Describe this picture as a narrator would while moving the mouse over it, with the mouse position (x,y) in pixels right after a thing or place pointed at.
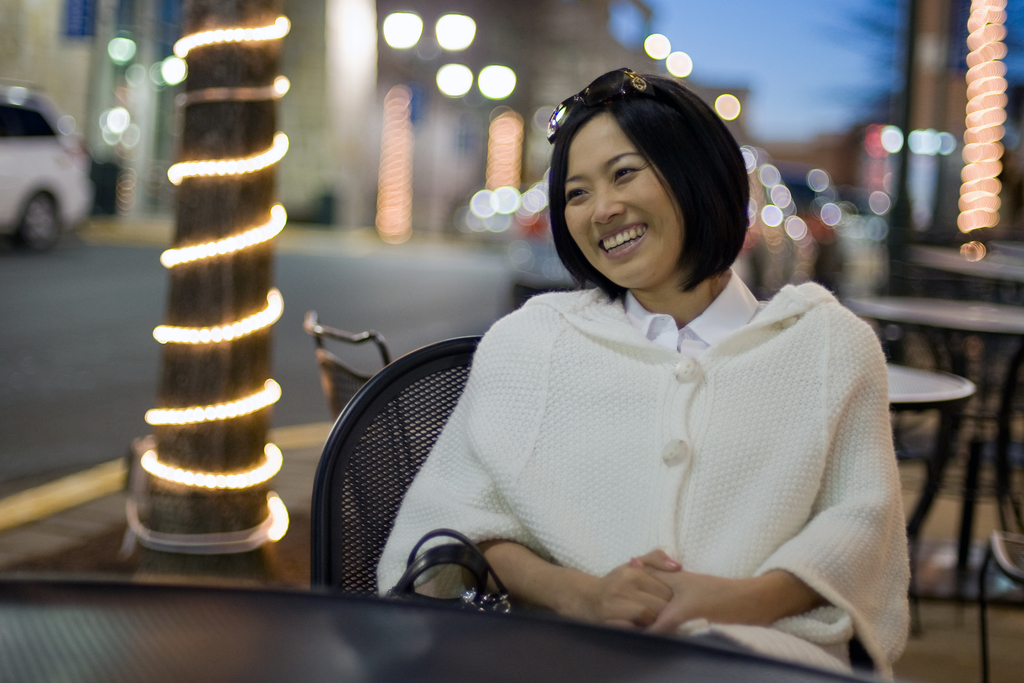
This picture shows a woman (641,429) smiling and sitting in the chair (357,491) in front of a table (244,653). In the background (190,471) there is a pillar (194,224) decorated with lights (236,97) and some buildings (338,123) here.
